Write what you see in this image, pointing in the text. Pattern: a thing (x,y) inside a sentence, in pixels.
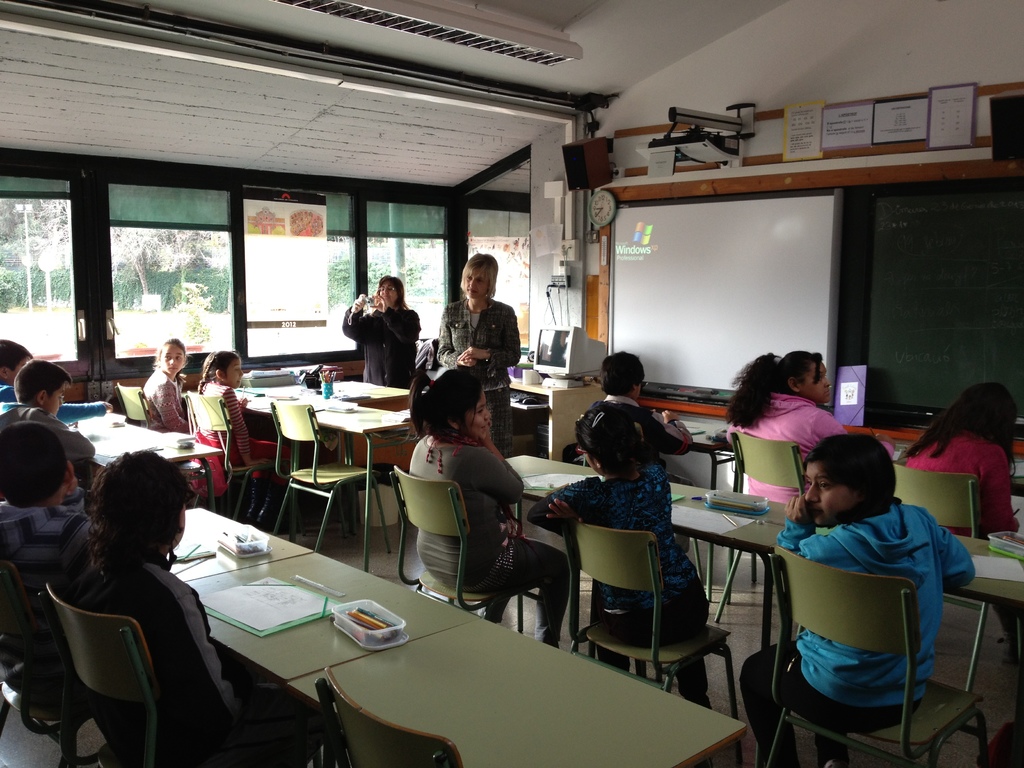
In this picture we can see some persons (507,489) are sitting on the chairs (945,712). This is the table (578,716). On the table (418,631) there is a box (347,611), book (290,606), a measuring scale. And these are the windows (74,240), from the windows (58,314) we can see some trees (199,259). On the background (612,323) we can see a screen (691,315). And this is the board (943,311). Even we can see two persons (473,276) are standing here. And this is the wall (835,45).
